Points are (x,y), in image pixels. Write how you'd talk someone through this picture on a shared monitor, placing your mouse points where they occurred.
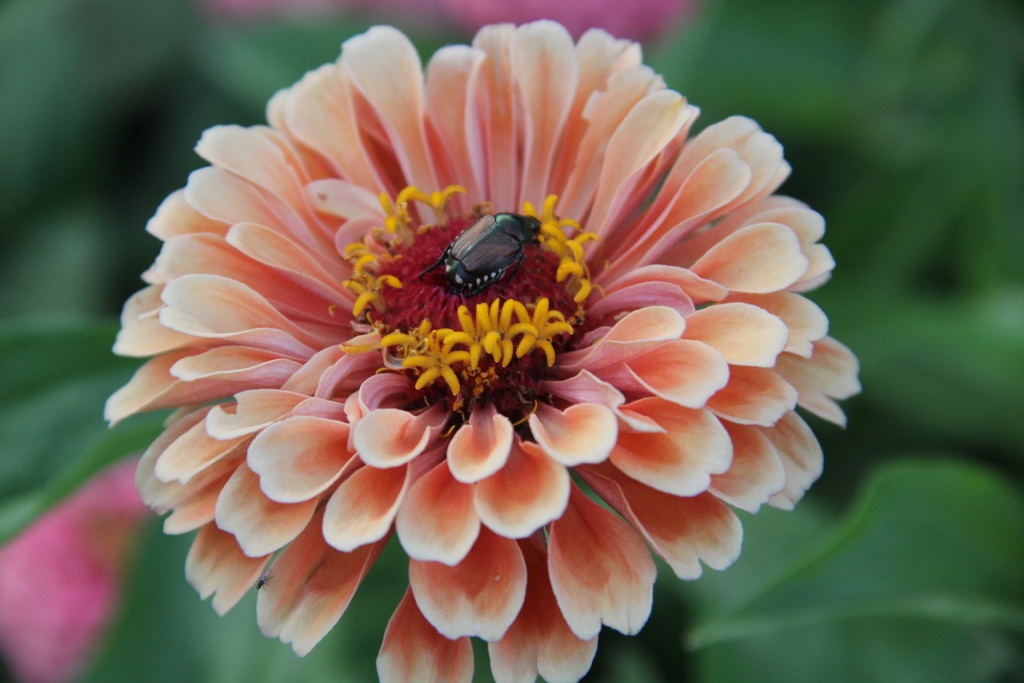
In the image there is a flower (441,189) and on the flower (424,303) there is a small insect (500,266) and the background of the flower (539,465) is green.
